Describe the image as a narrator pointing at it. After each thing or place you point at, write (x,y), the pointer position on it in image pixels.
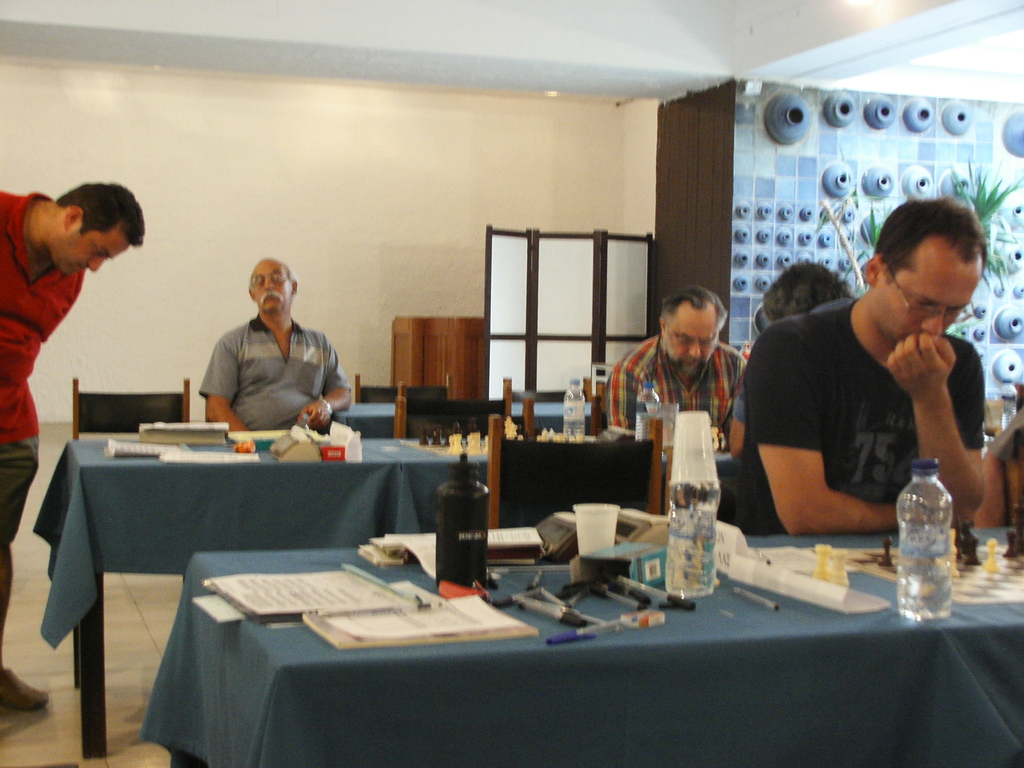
there are tables (441,475) in which there are tablecloths (452,682). on the tables (573,638) there are chess board (985,579), water bottles (946,546), glass (685,452), papers (467,618), pen (566,603), boxes (630,576). a person (828,445) is sitting at the right (836,440) wearing black t shirt (838,424). behind him there are 2 more people (701,406) sitting and playing chess. at the back (286,373) a person (312,344) is sitting and wearing grey t shirt (285,391). at the left (12,361) a person (23,426) is standing wearing a red t shirt (56,298). behind them there is a white wall (368,96). at the right (864,101) back there is a wall (877,148) on which there are plants (986,199) and blue designs (803,120).
